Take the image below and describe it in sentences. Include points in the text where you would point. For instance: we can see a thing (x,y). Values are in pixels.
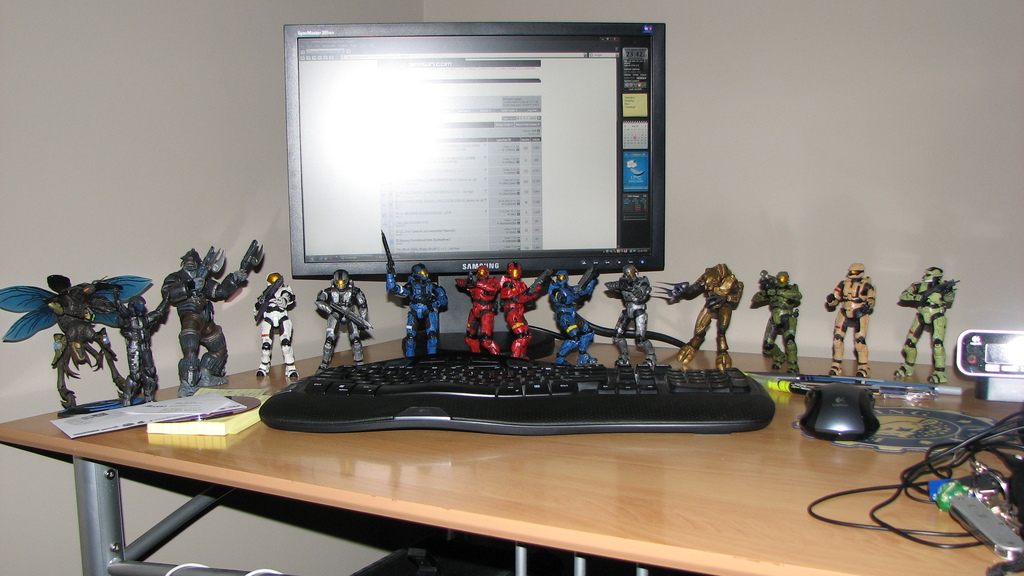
On this table (549,510) there is a book (201,430), card (201,405), toys (187,345), cables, mouse (832,415), keyboard (746,395) and monitor (577,144). The wall (777,145) is in white color.
